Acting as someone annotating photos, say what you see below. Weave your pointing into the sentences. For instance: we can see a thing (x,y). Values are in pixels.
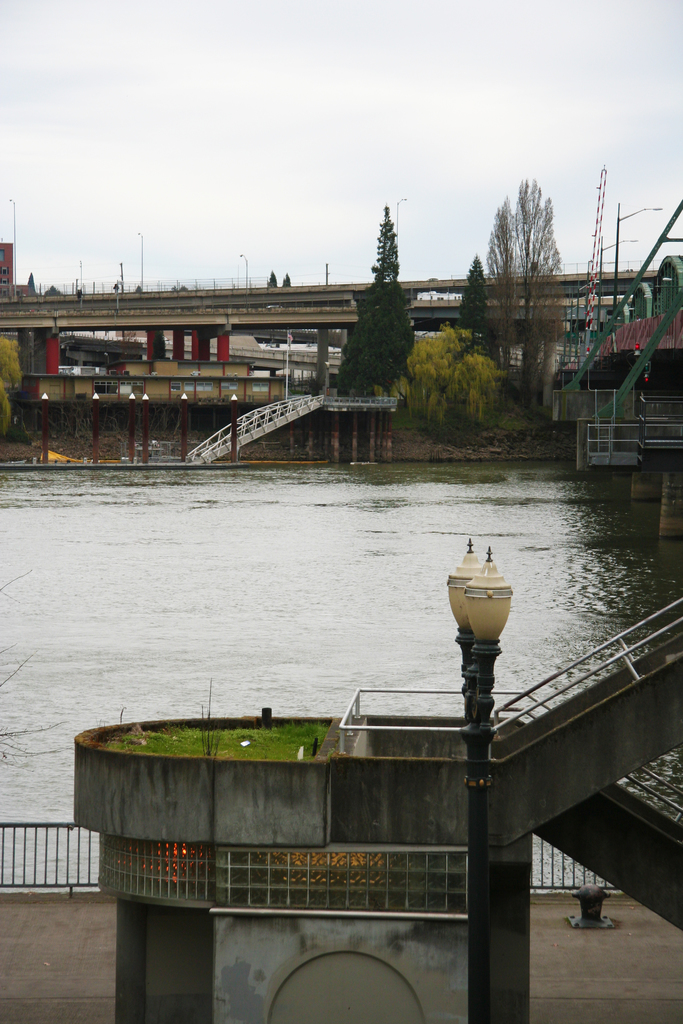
In this image we can see bridge (149,312), iron grill (221,441), trees (392,329), rocks (571,433), street poles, street lights (503,625), water (114,659) and sky (292,100) with clouds (559,133).
